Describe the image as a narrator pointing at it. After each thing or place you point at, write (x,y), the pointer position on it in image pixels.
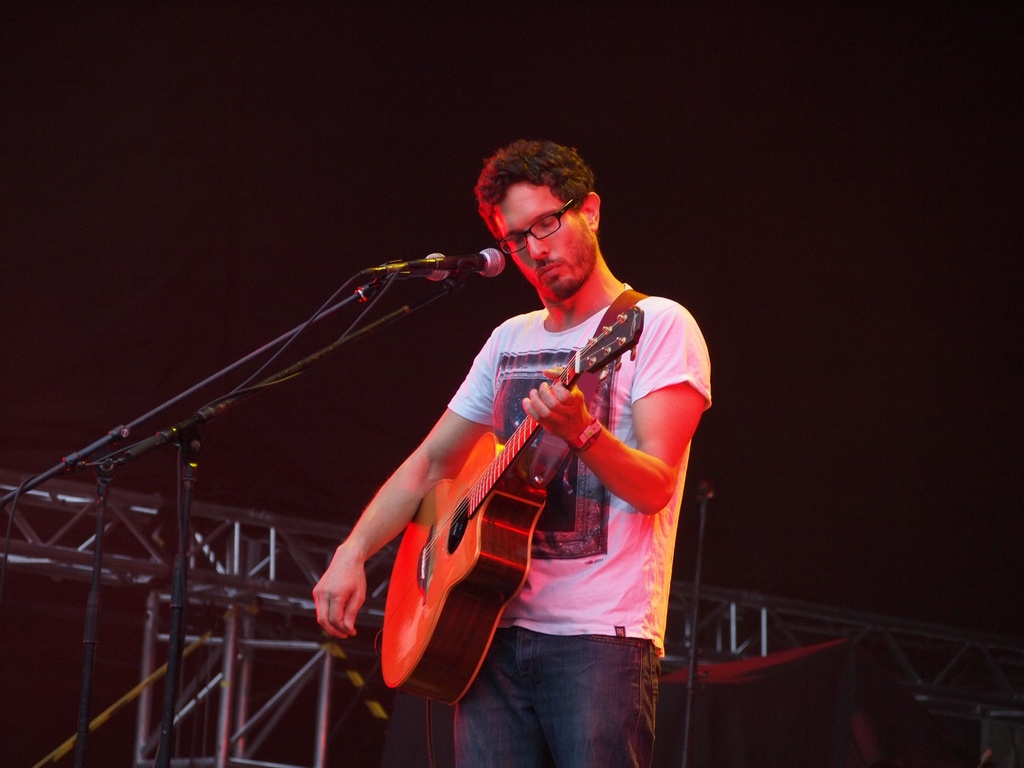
In the middle (577,312) a man (622,653) is standing and wear a white color t-shirt (648,369) and also he is playing a guitar (443,580) wears spectacles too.
